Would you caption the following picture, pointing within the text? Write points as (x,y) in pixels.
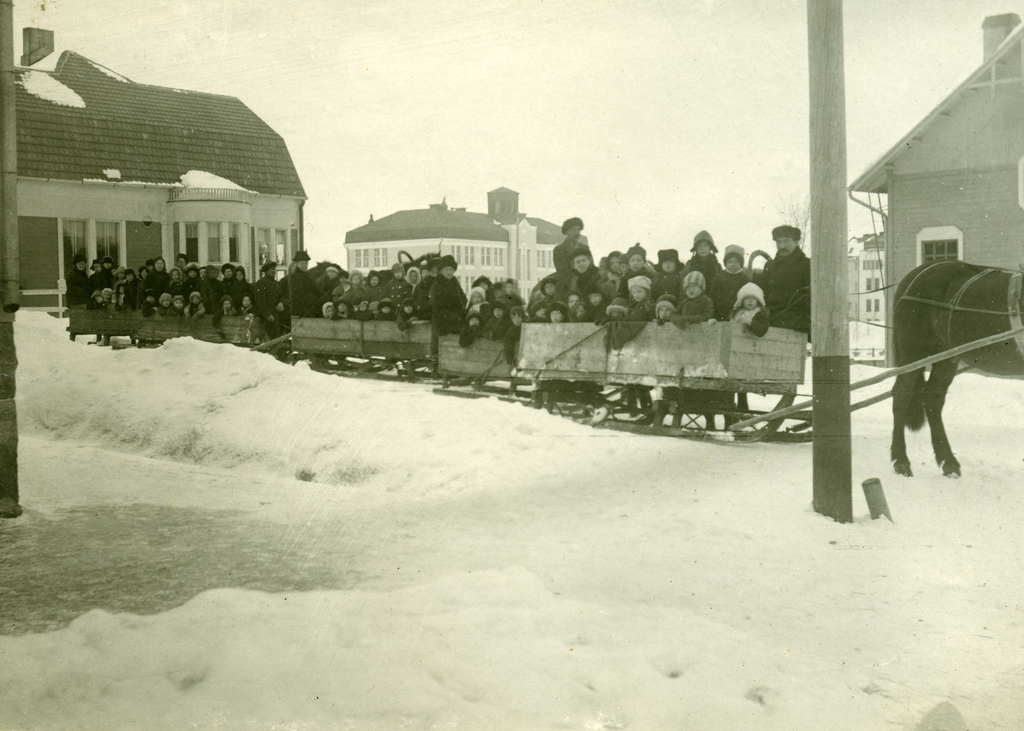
In the middle of the image (513,356) we can see persons (624,296) sitting in the carriages (674,353) of the sledge cart (705,362) that is drawn by a horse (926,327). In the background (778,168) we can see sky (577,148), buildings (900,155), poles (816,158) and snow (426,406).
